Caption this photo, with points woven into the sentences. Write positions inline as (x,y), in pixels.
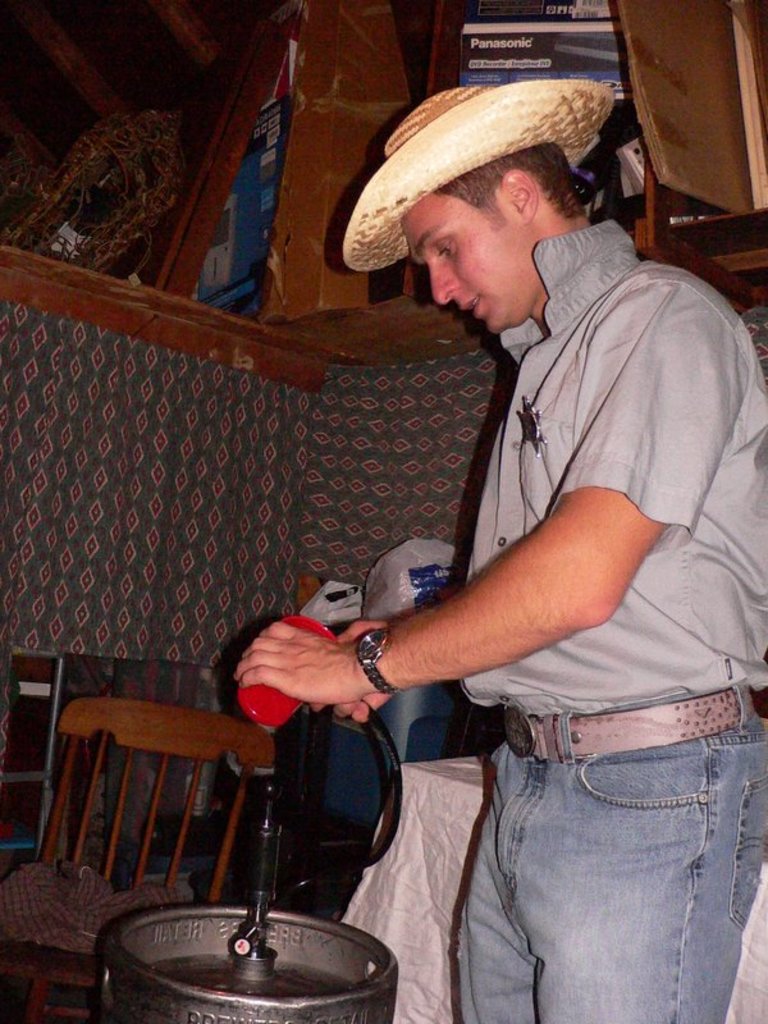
In this image there is a man (666,358) standing. He is wearing a grey shirt (600,367) and a hat (489,118). There is a chair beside him. In front of him there is an instrument (251,976).
